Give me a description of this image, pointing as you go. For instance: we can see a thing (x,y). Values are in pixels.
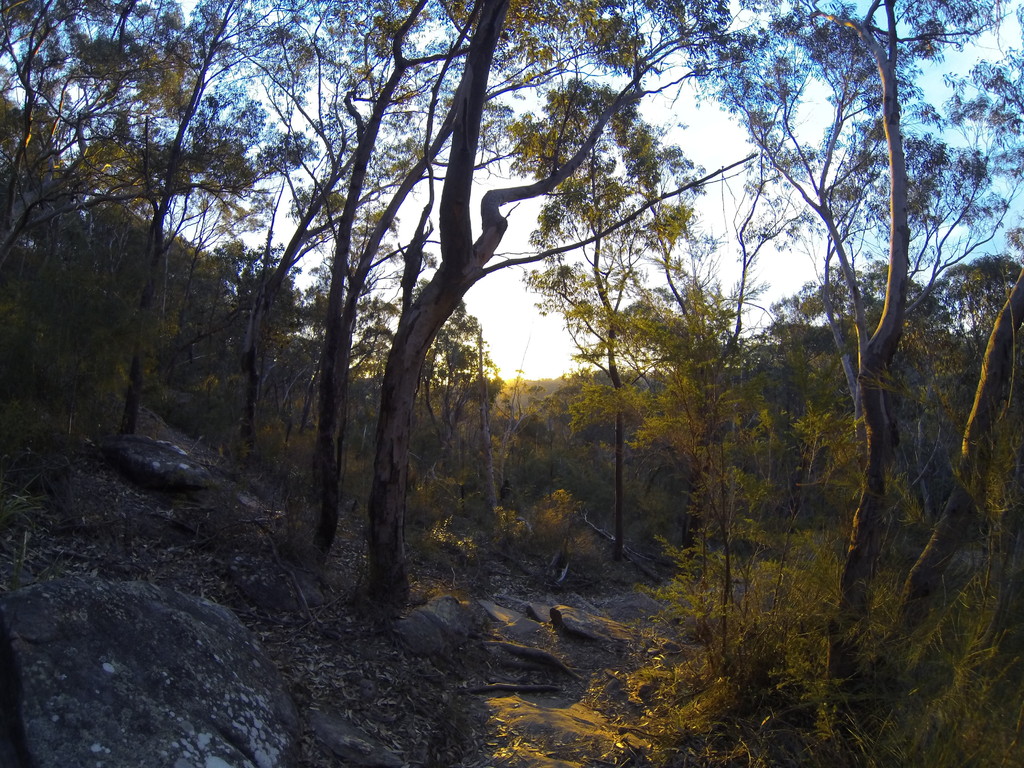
In this image I can see few rocks (41,748), few trees (353,118), few leaves (340,602) on the ground (234,560) and the path (574,690). In the background (565,341) I can see the sky (534,308).
